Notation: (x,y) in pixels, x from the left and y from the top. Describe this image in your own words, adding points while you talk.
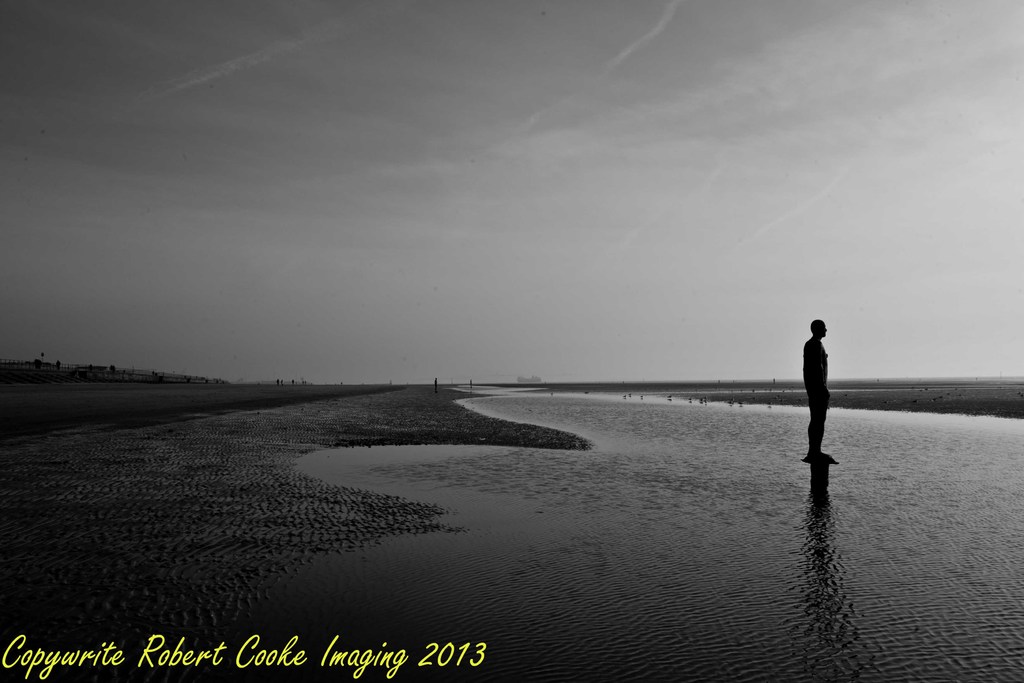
This picture is in black and white. Towards the right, there is a man (821,409) standing in the river (809,596). At the top (520,176), there is a sky (575,233) with clouds (532,160).
